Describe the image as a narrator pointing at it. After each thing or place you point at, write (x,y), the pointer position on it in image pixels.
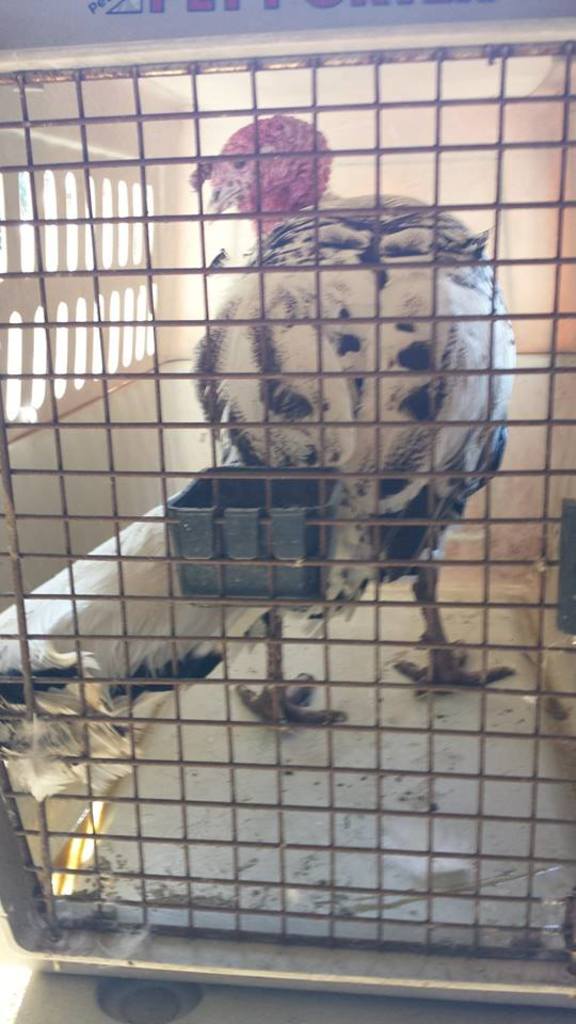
In this picture I can see a turkey (439,618) standing in a cage (403,31), there is a small plastic square bowl (264,506) attached to the cage (236,657).
